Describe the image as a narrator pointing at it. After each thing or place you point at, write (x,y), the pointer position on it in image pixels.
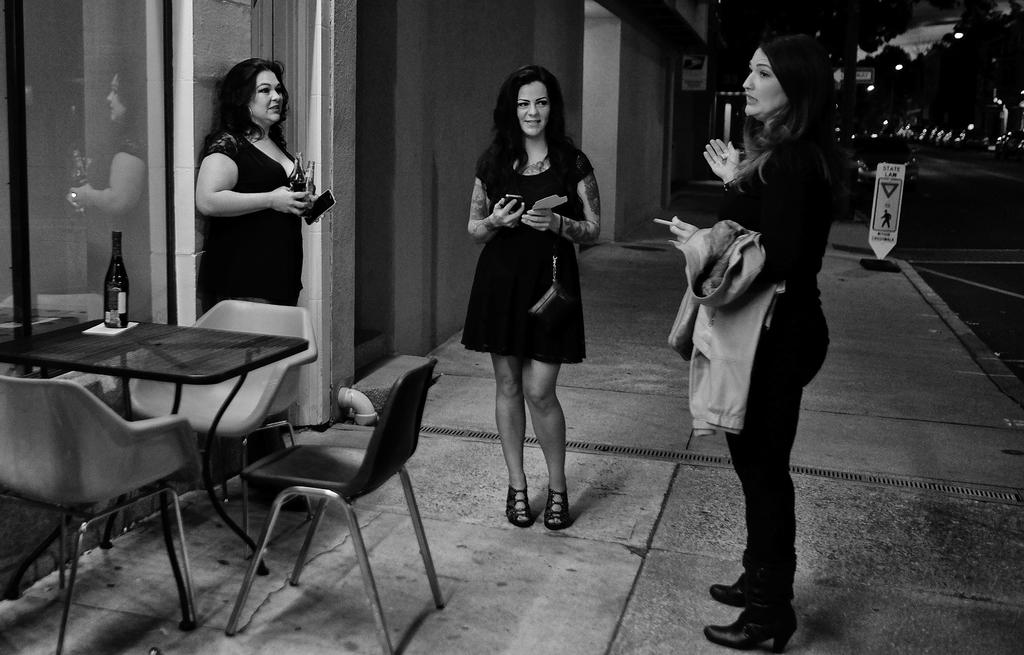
In this image i can see three women (781,102) standing and wearing a black outfits (761,466), they are holding few objects (320,203) in their hands (505,216), I can see a table (189,362) and chairs (184,395) around it. In the background (426,296) i can see few buildings (663,66), a road (1014,176), a sign board (900,211) and the sky (919,22).
